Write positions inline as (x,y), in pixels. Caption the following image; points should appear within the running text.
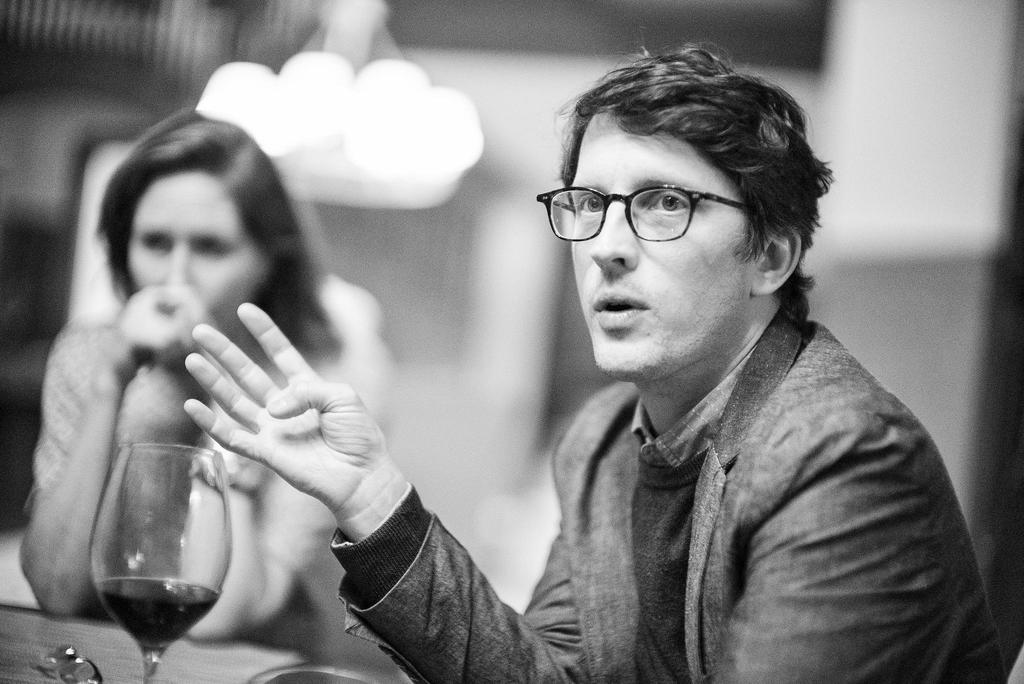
This is black and white picture, there are two people (682,506) sitting and this man (433,572) wore spectacle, in front (127,486) this man (566,586) we can see glass (126,473) on the surface (99,638). In the background (517,286) it is blur.
